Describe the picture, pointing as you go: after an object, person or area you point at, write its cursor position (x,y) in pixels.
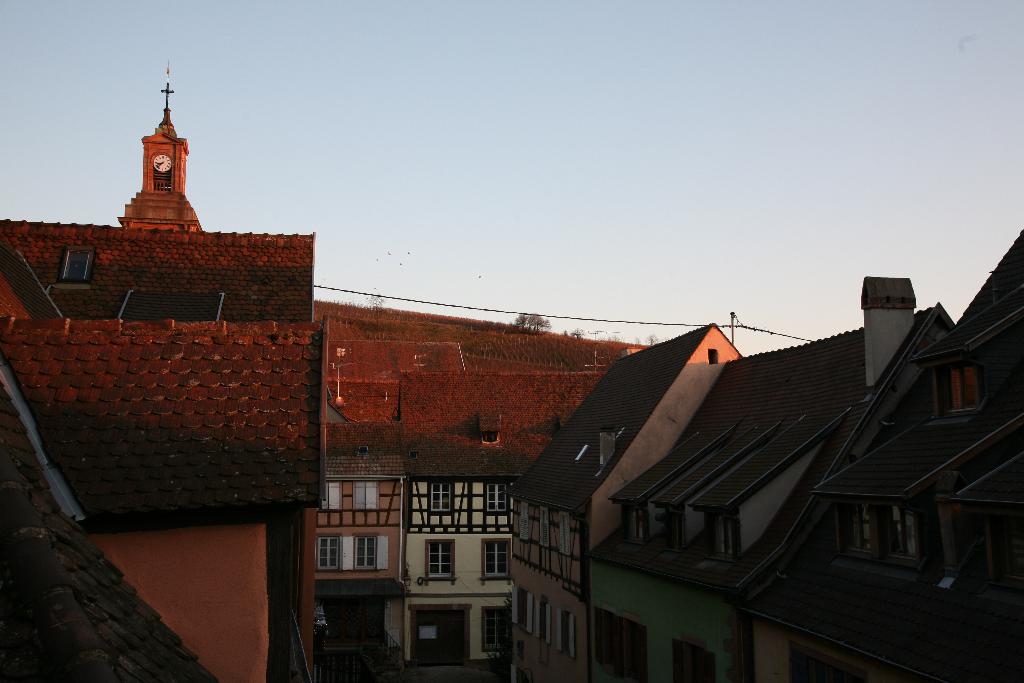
In this image we can see some buildings (166,191) and on the top left corner of the image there is a clock (154,166).
